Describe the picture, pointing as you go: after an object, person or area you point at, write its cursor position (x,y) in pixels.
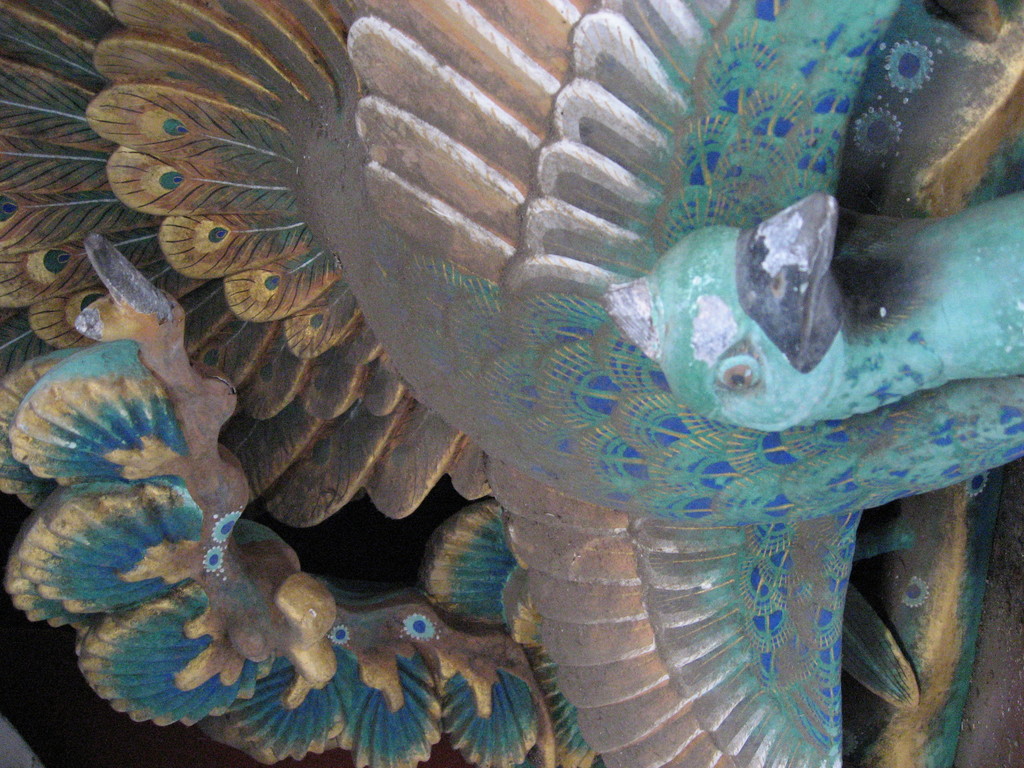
In this image I can see a sculpture (519,184) of a peacock (453,143) with colorful design (654,188).
